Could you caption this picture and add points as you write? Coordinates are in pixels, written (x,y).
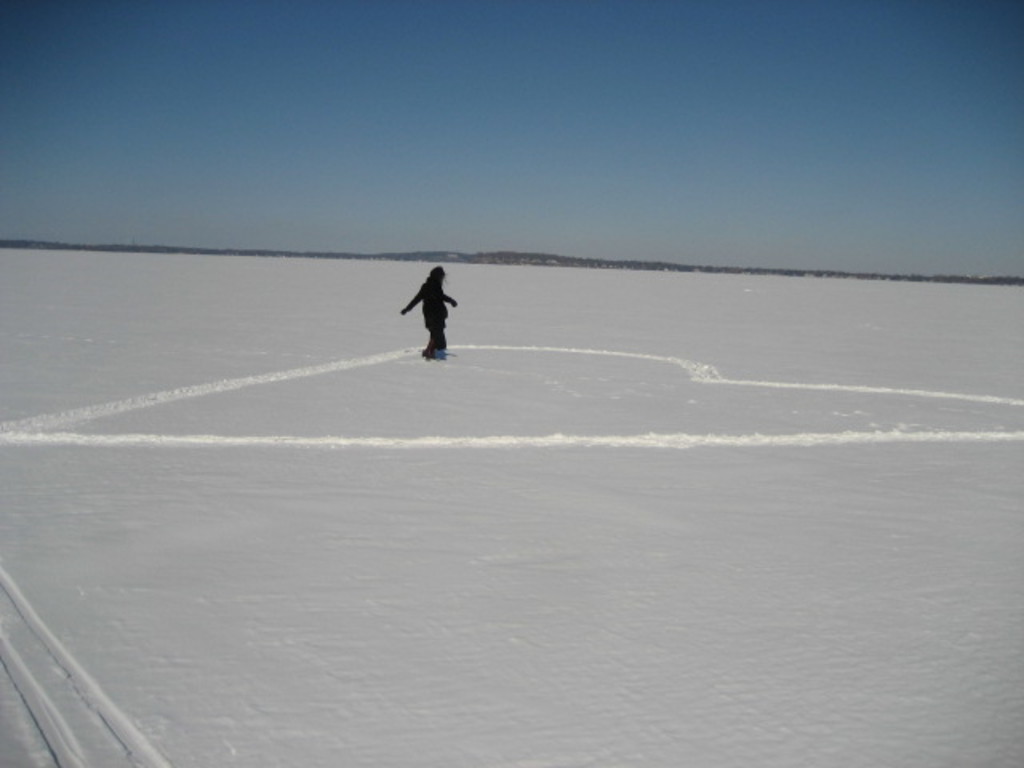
There is one person (405,309) walking on a snowy ground (431,495) as we can see in the middle of this image (425,356), and there is a sky (537,132) at the top of this image (547,126).
